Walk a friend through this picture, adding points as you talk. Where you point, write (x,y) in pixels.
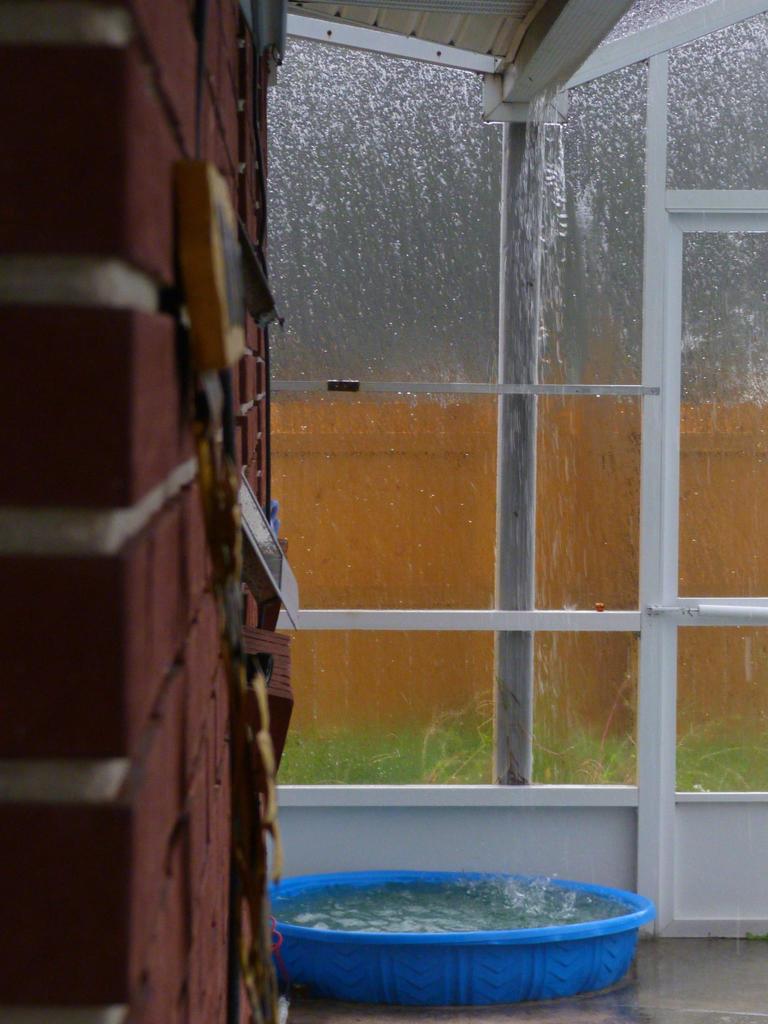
On the left side of the image (130,827) there is a wall (120,792) with red bricks (159,482), in front of the wall (180,830) there is a tub (291,933), in the tub (347,965) there are water (327,906). In the background (449,639) there is a glass wall (513,626) and from the glass (550,422) wall (550,422) we can see the outside view of rain (413,201) flowing from the top of the glass wall (450,359) and there is a grass (554,754) and a wall (541,689).
